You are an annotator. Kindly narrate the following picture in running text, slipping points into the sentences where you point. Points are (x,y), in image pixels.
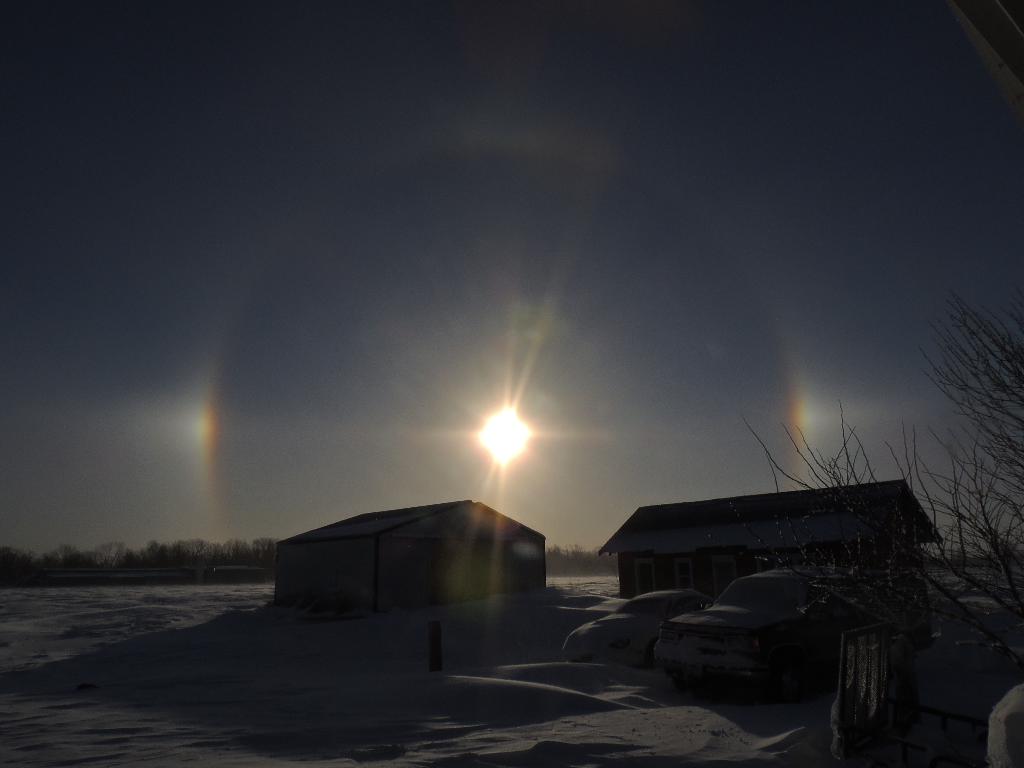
In this image I can see two houses (504,553) and I can also see few vehicles (672,634) covered with snow (623,633). In the background (26,499) I can see few trees (206,549) and the sky (423,246) is in blue and white color and I can see the sun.
